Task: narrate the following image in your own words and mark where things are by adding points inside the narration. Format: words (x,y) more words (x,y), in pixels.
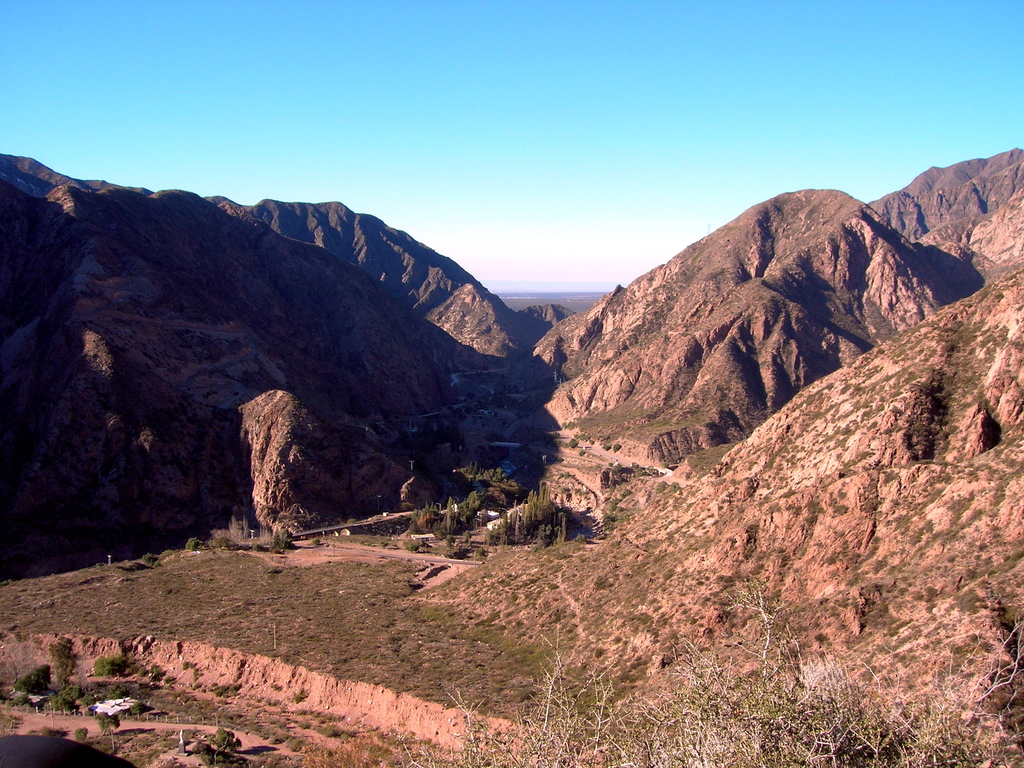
In the picture, there is a valley (450,636) and around the valley (529,388) there are huge mountains (710,322) and the background (591,134) there is a sky (573,132).
